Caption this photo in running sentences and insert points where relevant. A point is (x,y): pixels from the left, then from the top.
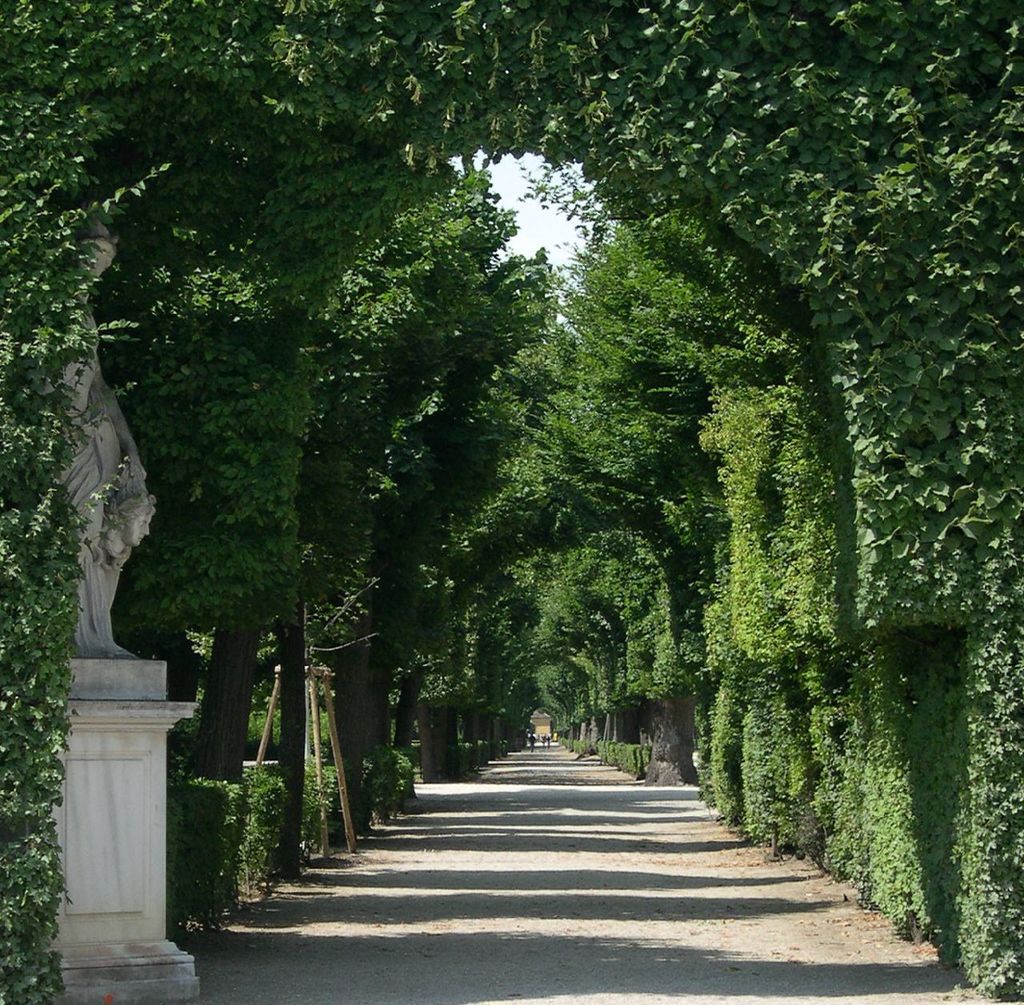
In the center of the image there is a road (643,848). To the both sides of the image there are trees (511,103). To the left side of the image (106,227) there is a statue (59,840).
